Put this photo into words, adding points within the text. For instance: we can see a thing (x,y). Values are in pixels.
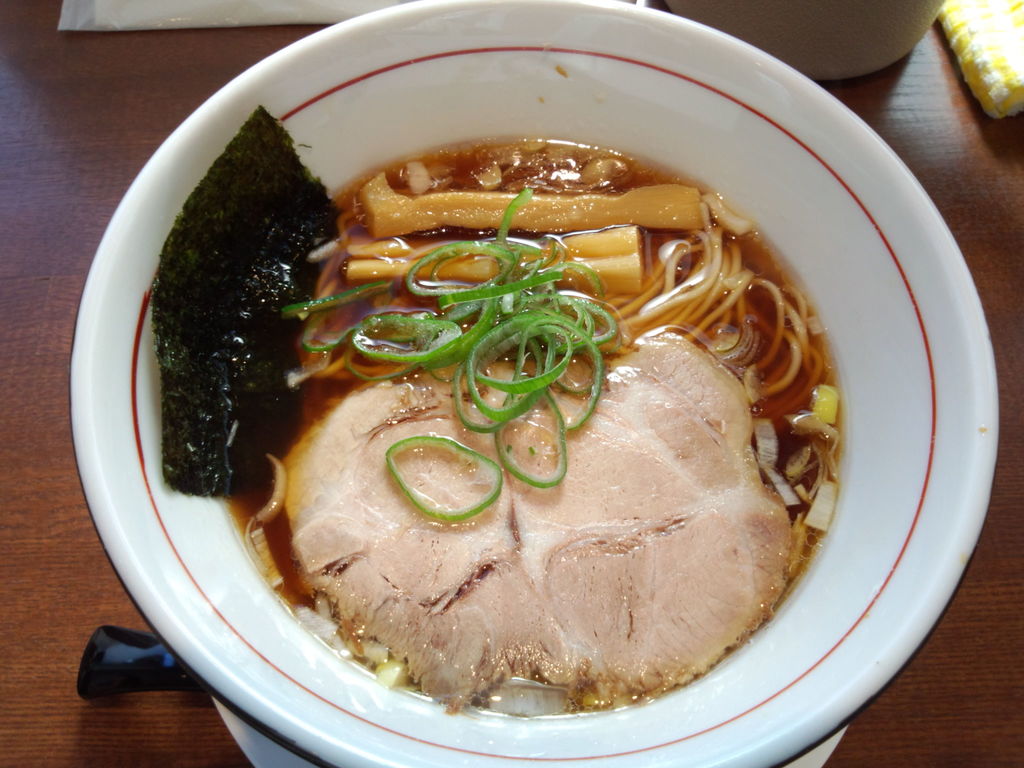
In this image we can see soup (375,268) in a white color bowl (513,760) which is on the wooden surface (87,161). We can see some objects (890,4) at the top of the image (916,22).
